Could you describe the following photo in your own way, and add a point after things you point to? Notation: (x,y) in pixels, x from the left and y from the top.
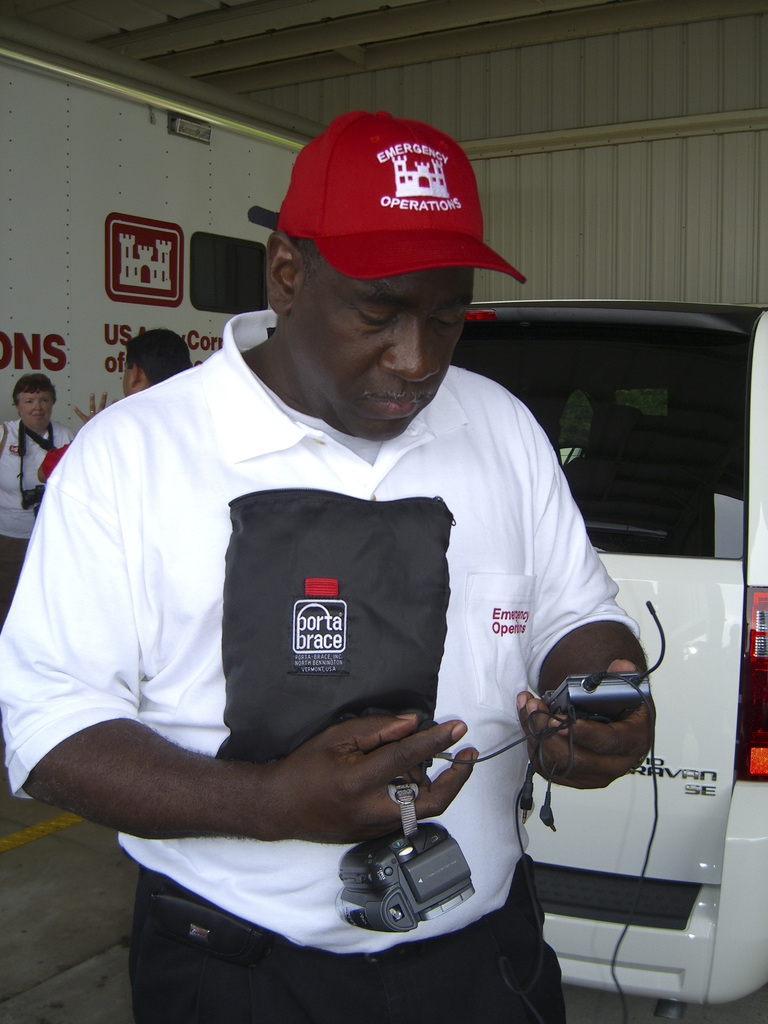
In the middle of the image (478,381) a man (360,298) is standing and holding some electronic devices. Behind him there are two people (176,340) are standing. Bottom right side of the image (652,858) there is a vehicle (655,448). Top right side of the image (662,150) there is a wall (579,52) and roof (647,15).
